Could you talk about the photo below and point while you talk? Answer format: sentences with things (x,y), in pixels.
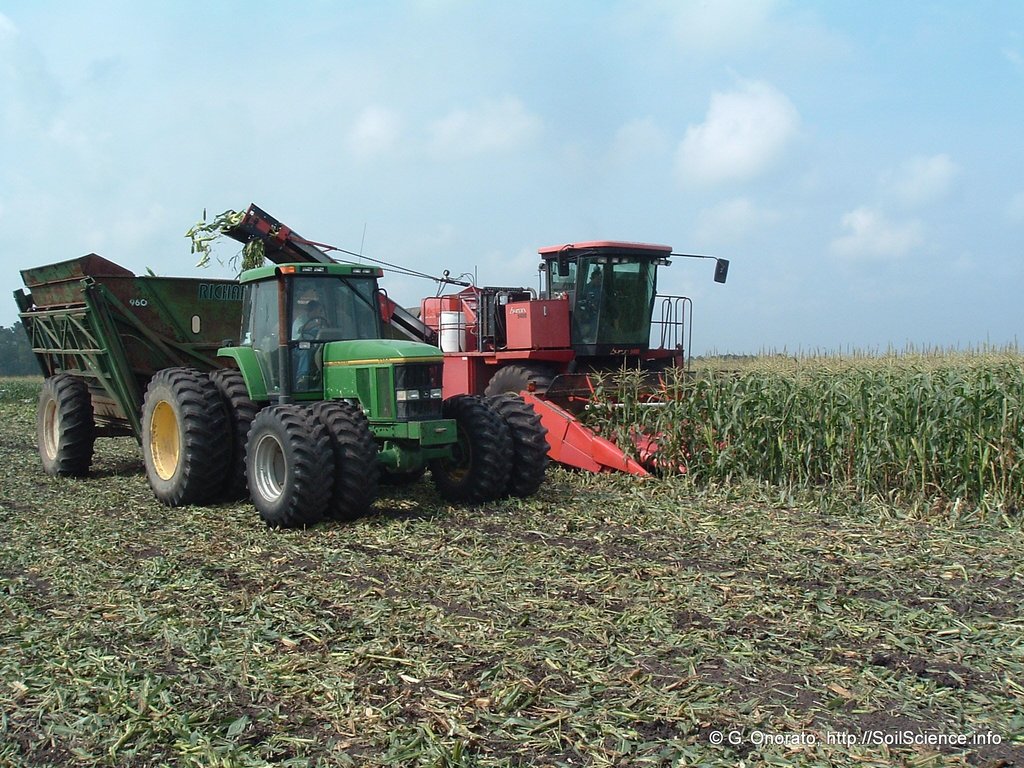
In this image I can see the vehicles (352,401). I can see the plants (939,436). In the background (544,174), I can see the clouds (481,129) in the sky (631,171).
